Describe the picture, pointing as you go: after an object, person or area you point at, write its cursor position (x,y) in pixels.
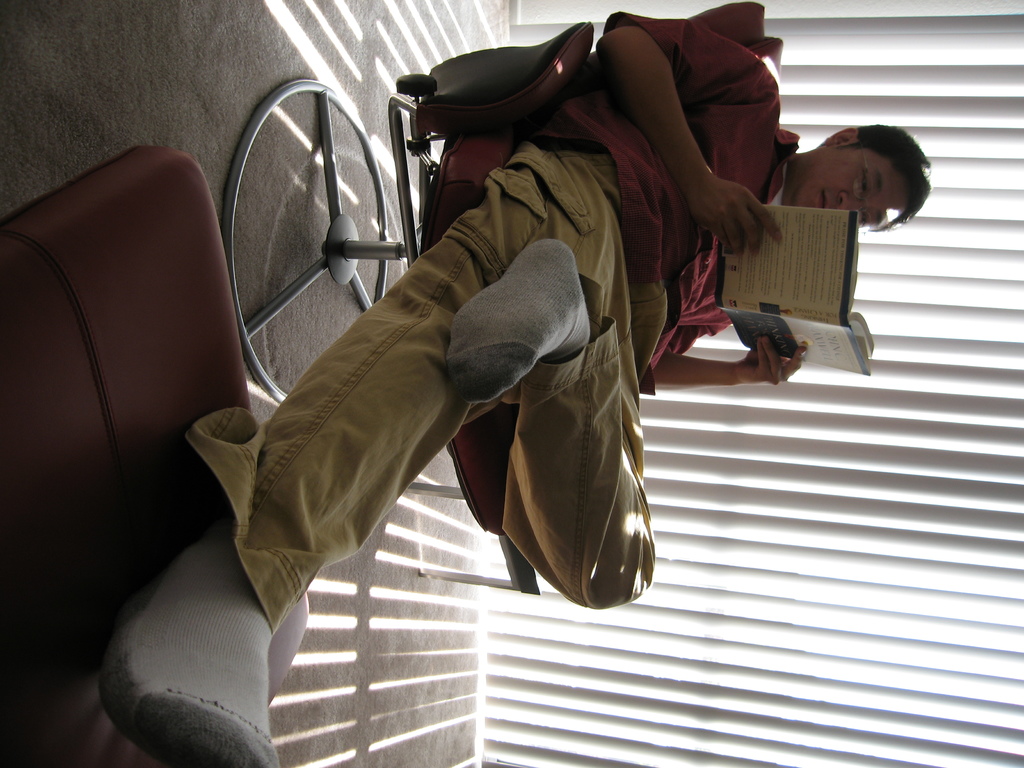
In this image I can see a man (600,177) is sitting on a chair (575,78) and I can see he is holding a book (773,258). I can also see he is wearing red shirt (751,93) and pant (567,508). In the background (952,378) I can see window blind (946,382) and on floor (387,659) I can see shadows (394,767).
